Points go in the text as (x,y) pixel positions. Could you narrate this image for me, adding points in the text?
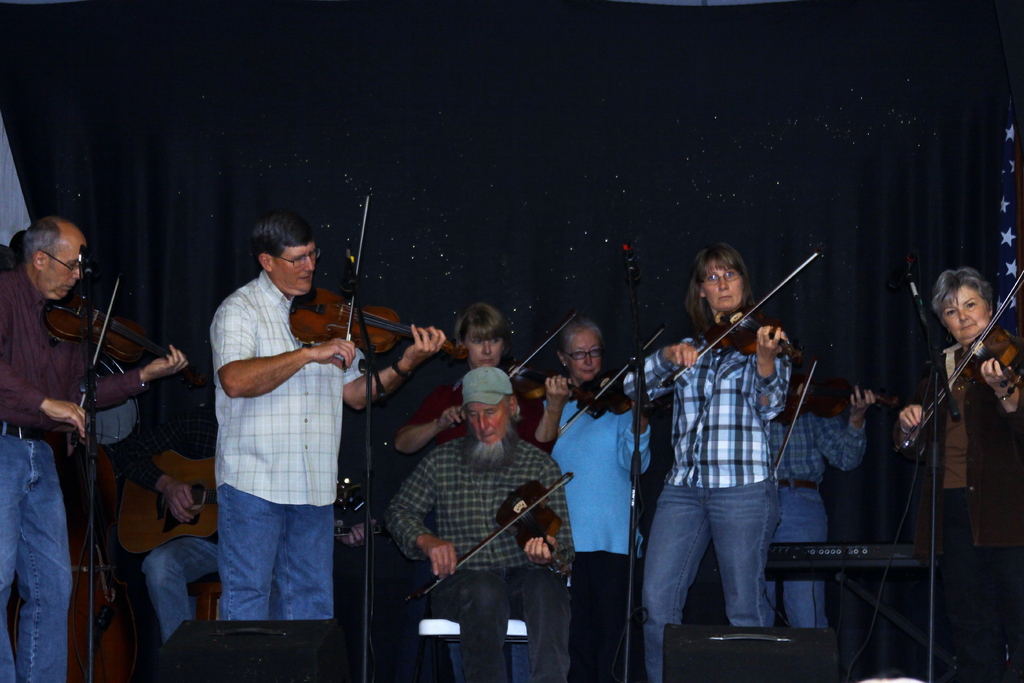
Here we can see a group of people (947,367) playing violin (597,397) with microphones (87,385) in front of them.
